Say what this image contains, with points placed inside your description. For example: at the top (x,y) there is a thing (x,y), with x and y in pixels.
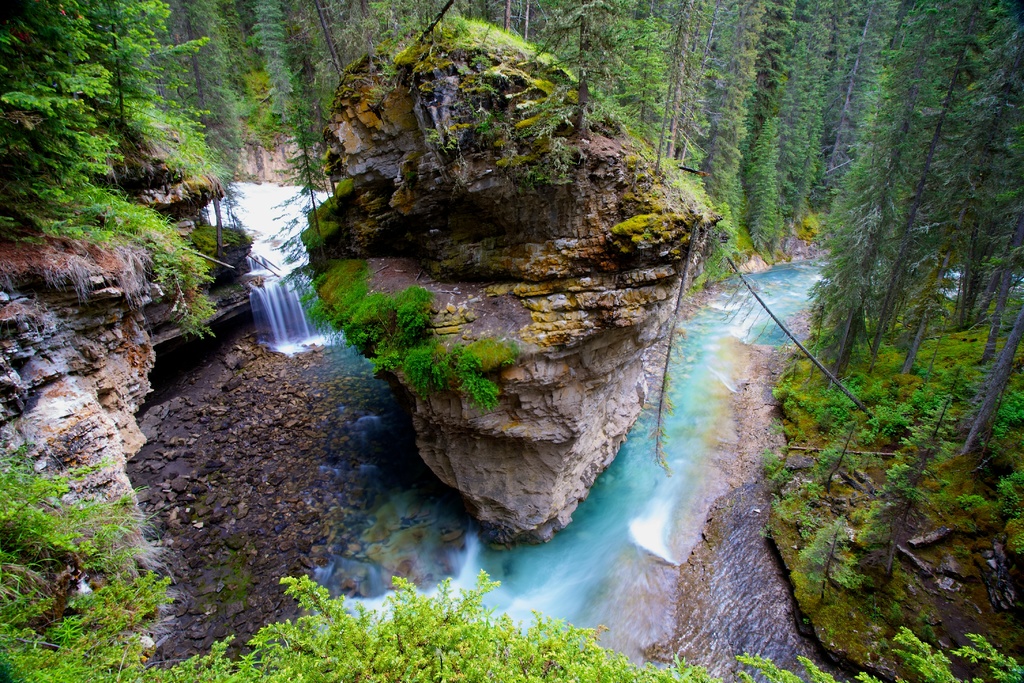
On the left side (102,205), there are trees (92,114) and grass (108,192) on the mountain (86,487). On the right side (971,192), there are trees (1003,373). plants (822,379) and grass (814,430) on the ground (824,468) near the water (650,457). In the middle of the image (394,310), there are trees (574,41), plants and grass (385,301) on the mountain (547,409). In the background (299,206), there is waterfall (285,295) and there are trees (280,41).
